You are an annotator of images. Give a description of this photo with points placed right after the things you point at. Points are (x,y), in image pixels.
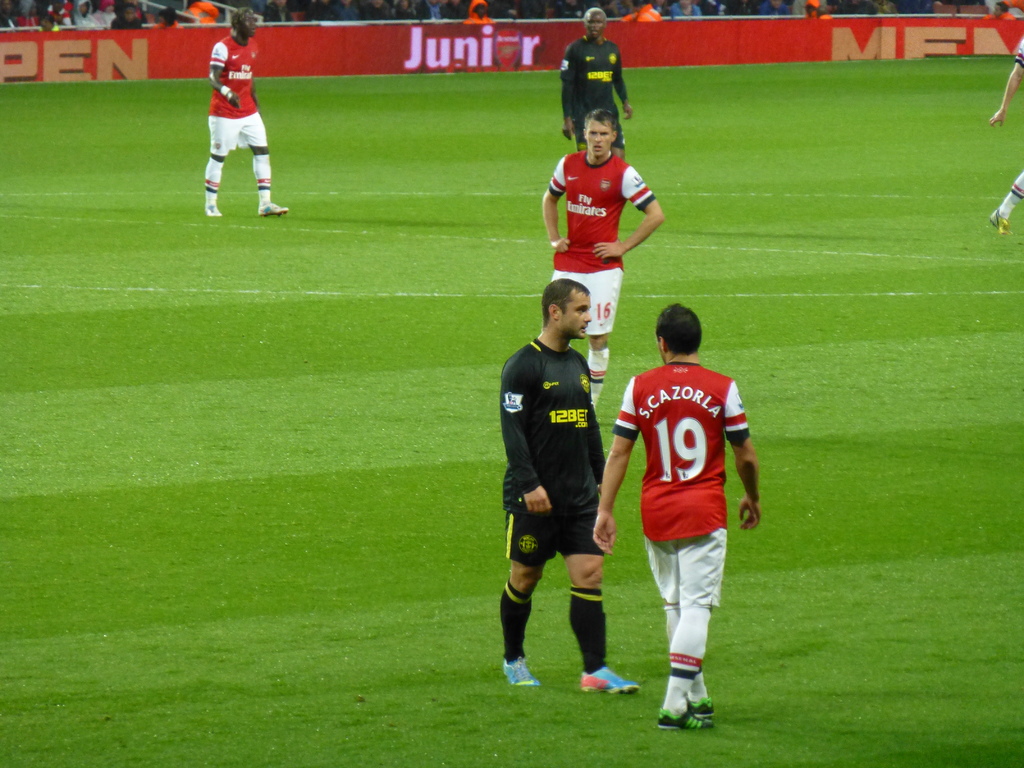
In this image there are players (581,99) on a ground (208,289), in the background (22,50) there is a banner (700,54), on that banner (978,52) there is some text (992,33).
